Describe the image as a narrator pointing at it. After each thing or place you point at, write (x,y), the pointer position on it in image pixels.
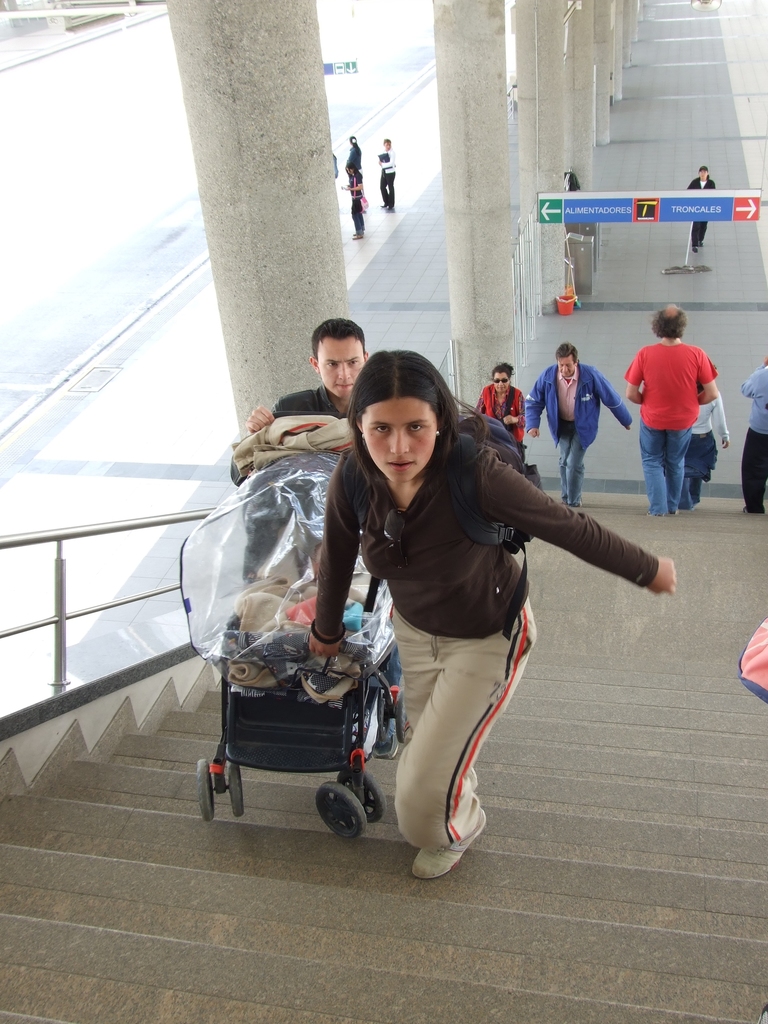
In this picture I can observe a woman (331,517) and man (347,353) carrying a stroller (292,678) in their hands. On the right side (570,421) I can observe some people (570,406) on the stairs (641,513). I can observe pillars (304,382) in this picture.
